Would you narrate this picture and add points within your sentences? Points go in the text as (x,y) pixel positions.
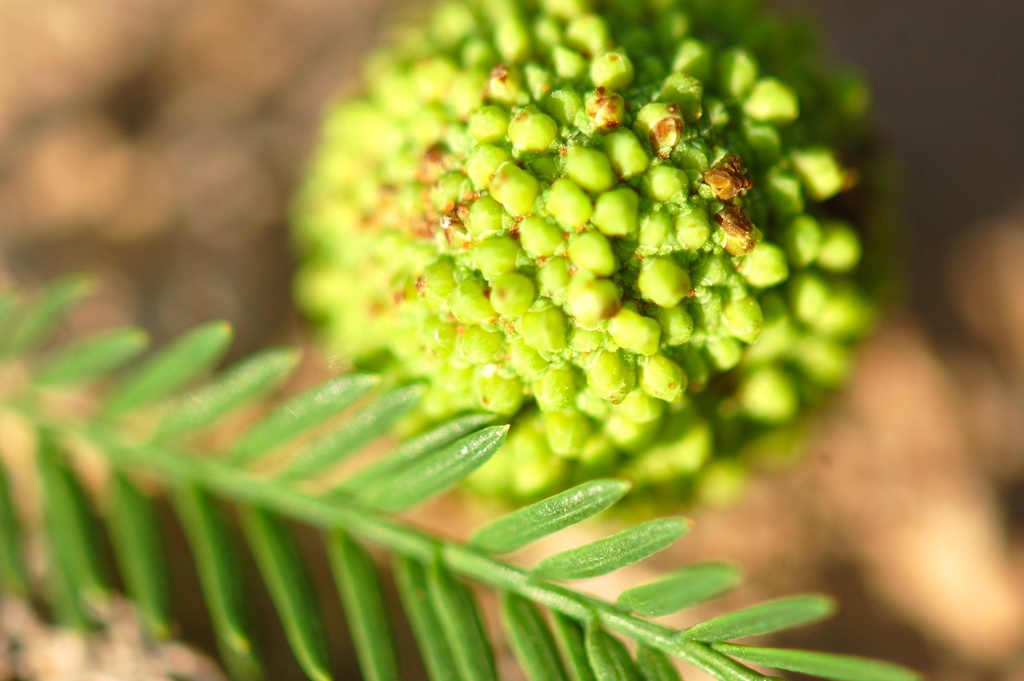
In this image at the center (350,389) there is a plant (263,482). Beside that there is fruit (473,266).
